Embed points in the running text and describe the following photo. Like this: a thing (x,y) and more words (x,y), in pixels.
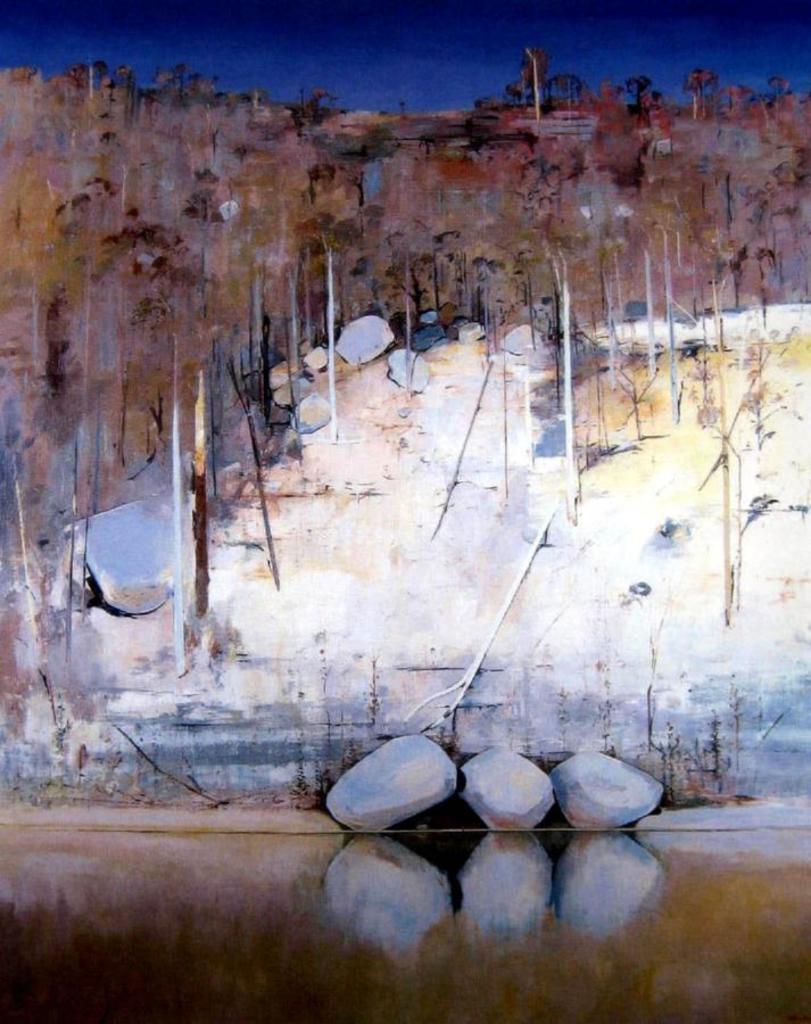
In this image there is the sky (349,48), there are trees (334,368), there are rocks (577,805), there is water (601,988) truncated towards the bottom of the image (518,936).
